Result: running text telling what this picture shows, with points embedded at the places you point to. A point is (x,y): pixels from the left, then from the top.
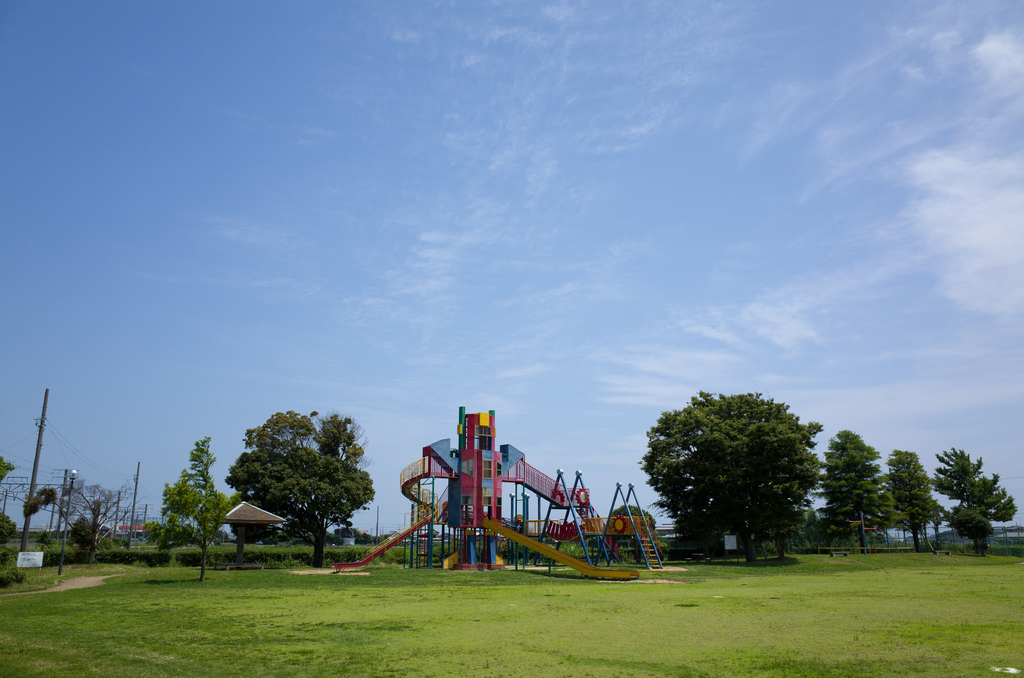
In this image, at the bottom (688,497) there are trees (695,483), electric poles (33,490), grass (516,587), cables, land (96,586), board (37,558), slides (522,541), some game items (572,521). At the top (679,210) there are sky (585,246) and clouds (447,293).
